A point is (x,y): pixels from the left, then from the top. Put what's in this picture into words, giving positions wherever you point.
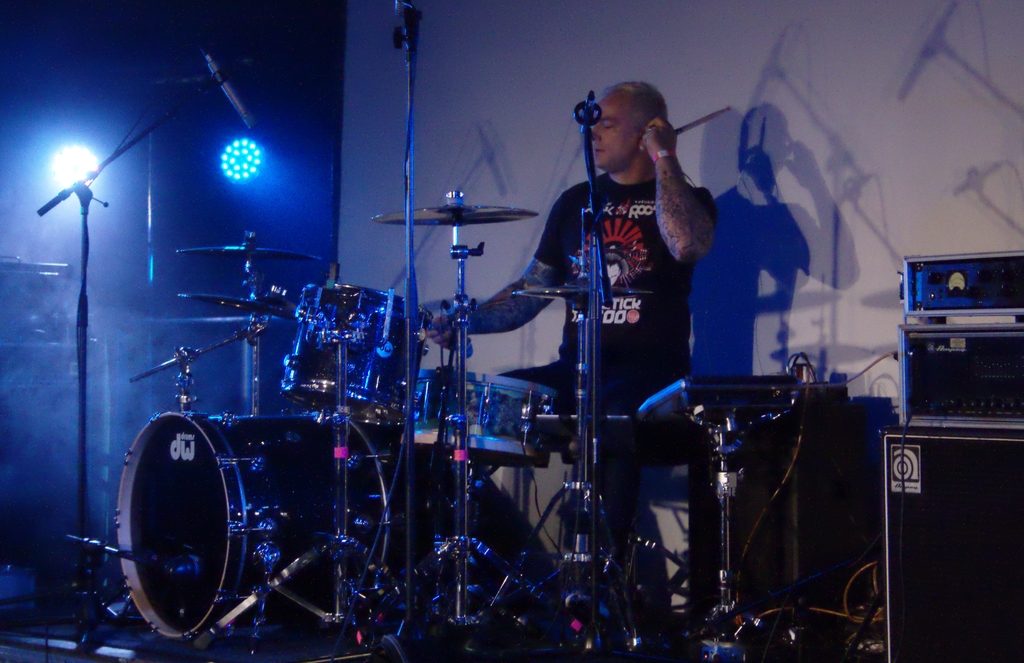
This picture is clicked inside. In the foreground (287,508) we can see the musical instruments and the microphones (211,63) are attached to the stands (591,187) and person (655,230) wearing a black color t-shirt (640,246), holding a drumstick (698,125) and sitting. On the right (930,476) we can see the speakers (977,434). In the background (946,43) there is a wall (457,46) and the focusing lights (232,176).
